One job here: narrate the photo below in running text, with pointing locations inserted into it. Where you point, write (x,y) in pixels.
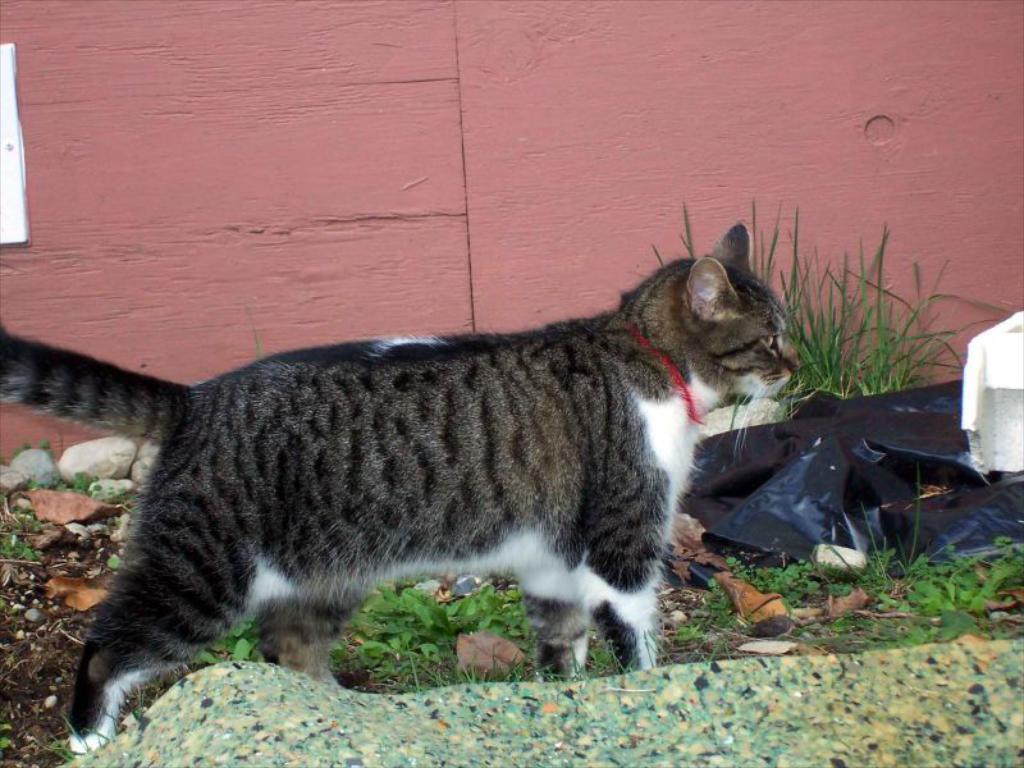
In this picture we can see a cat (609,613), plastic cover (797,449), grass (844,574), stones (77,464) on the ground (49,556) and in the background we can see wall (682,200).
